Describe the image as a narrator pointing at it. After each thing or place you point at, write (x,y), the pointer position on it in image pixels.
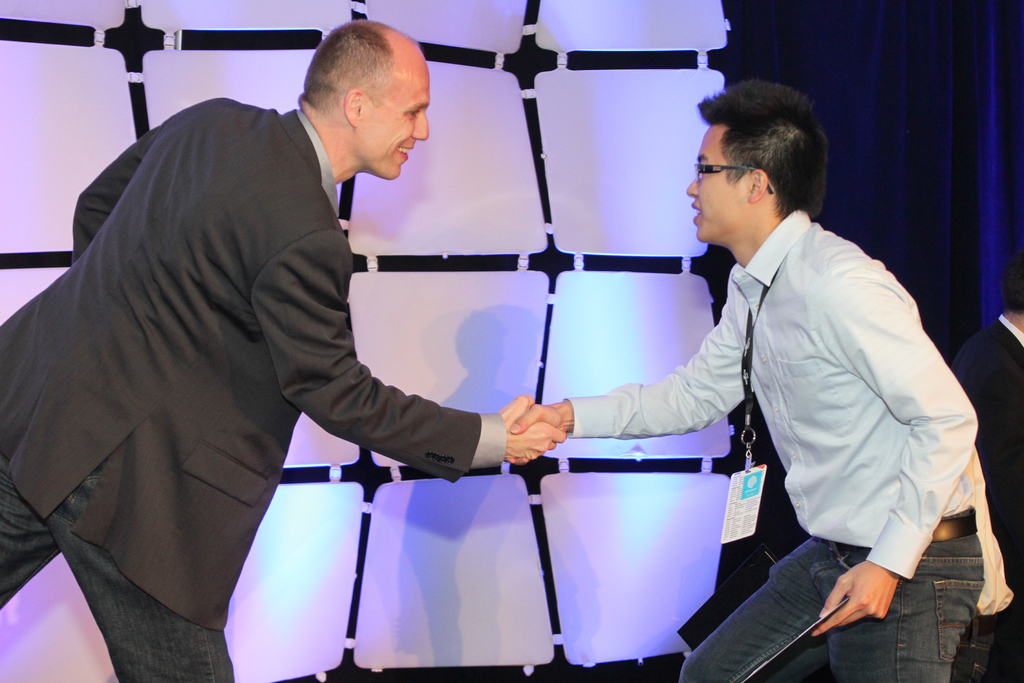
In the image there are two men (685,394) greeting each other and in the background (440,102) there is a setting (505,220) and beside that there is a blue curtain (773,68).
